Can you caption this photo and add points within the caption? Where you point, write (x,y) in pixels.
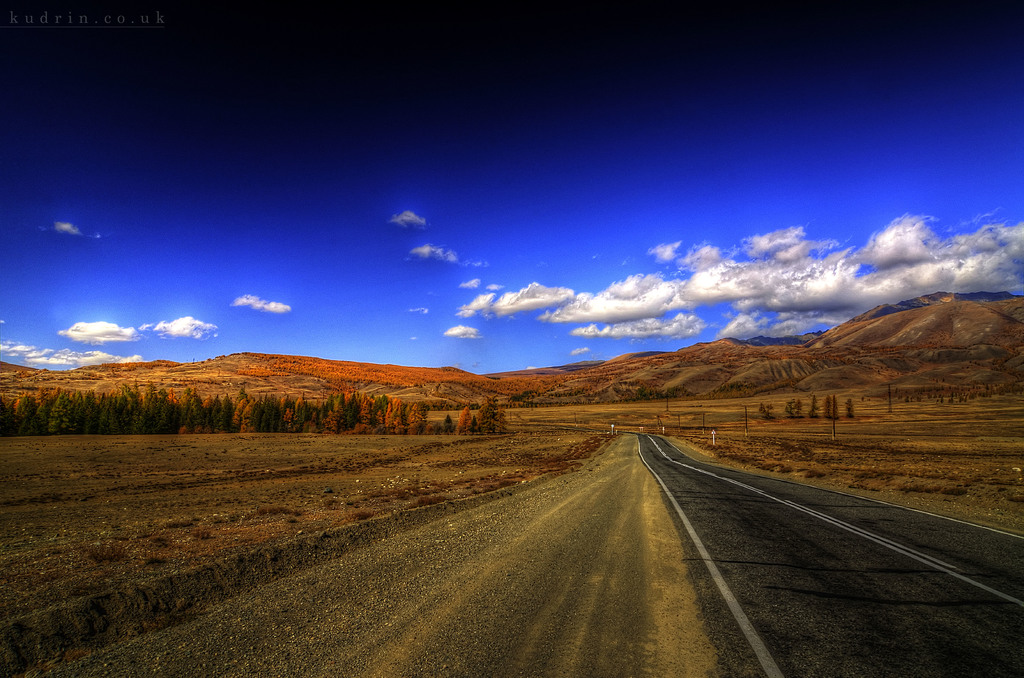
These are trees (414,419), this is road (711,562) and a sky (536,185).
